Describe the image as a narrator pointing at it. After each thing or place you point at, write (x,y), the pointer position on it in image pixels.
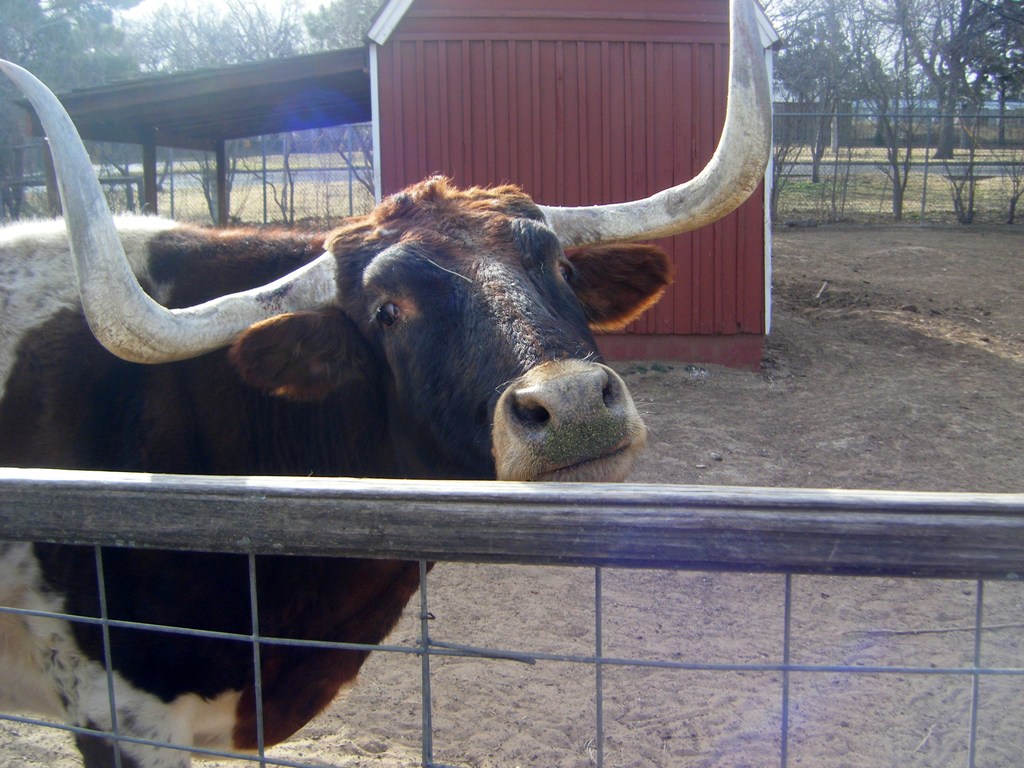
In the picture i can see a animal (223,296) which is white and brown in colour and in the background (510,141) i can see a shed (583,172) and some trees (783,141).
